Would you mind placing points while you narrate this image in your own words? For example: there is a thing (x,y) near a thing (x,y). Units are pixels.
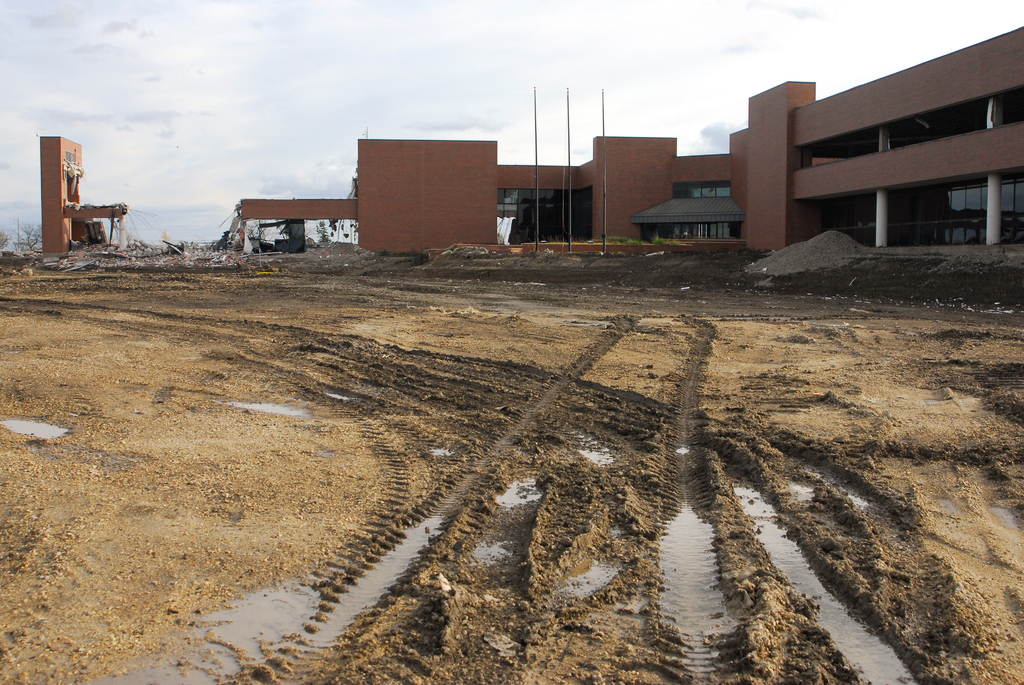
In this picture, we can see buildings (127,209) with windows (961,204), pillars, and we can see the ground (867,267) with some water (702,602) on the ground (274,266), and some objects (95,239), poles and the sky (304,62).
